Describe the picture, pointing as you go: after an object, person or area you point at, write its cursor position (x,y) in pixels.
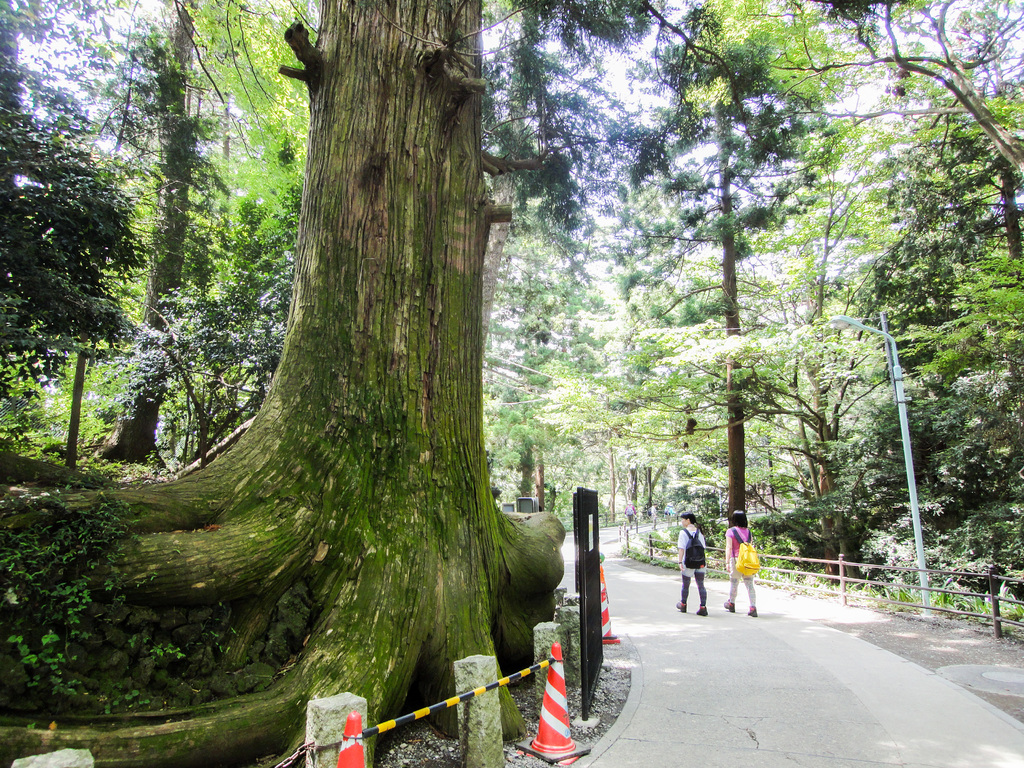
To the left side of the image (260,357) there are big trees (389,408). In front of the tree (547,597) there is a stone fencing (344,708). To the right bottom of the image (824,752) there is a road (983,750) with two people (736,545) are walking. To the right corner (868,359) there are trees (854,373) and also there is a fencing (650,554). In the background (972,293) there are many trees (899,455).
